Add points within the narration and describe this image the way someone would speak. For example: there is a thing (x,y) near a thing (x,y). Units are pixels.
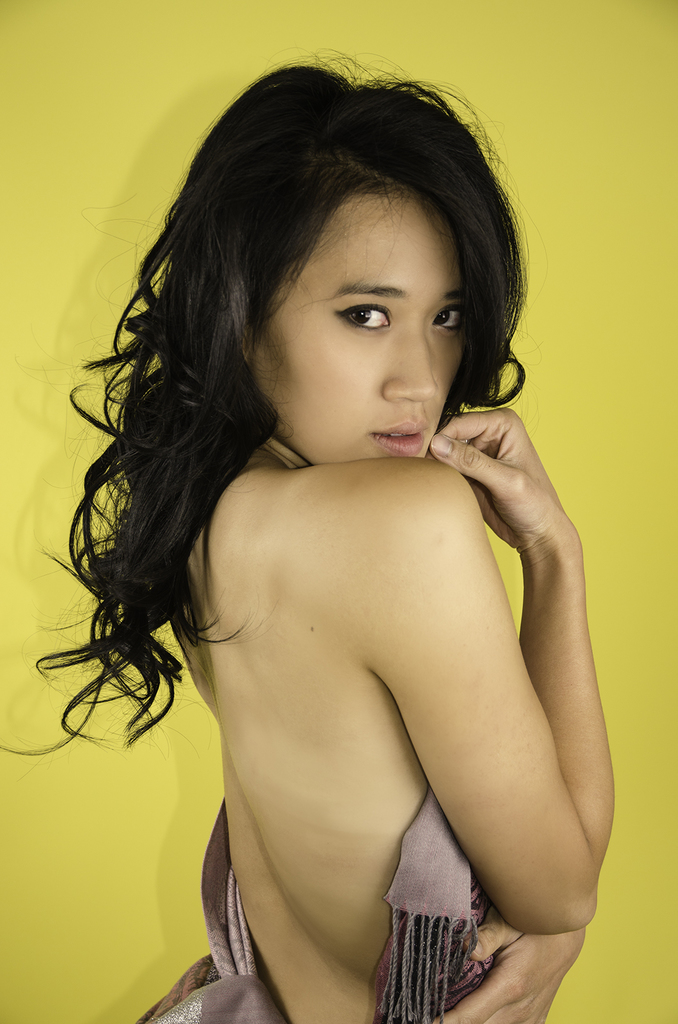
In the front of the image (336,130) I can see a woman (384,520). There is a yellow background (611,430).
